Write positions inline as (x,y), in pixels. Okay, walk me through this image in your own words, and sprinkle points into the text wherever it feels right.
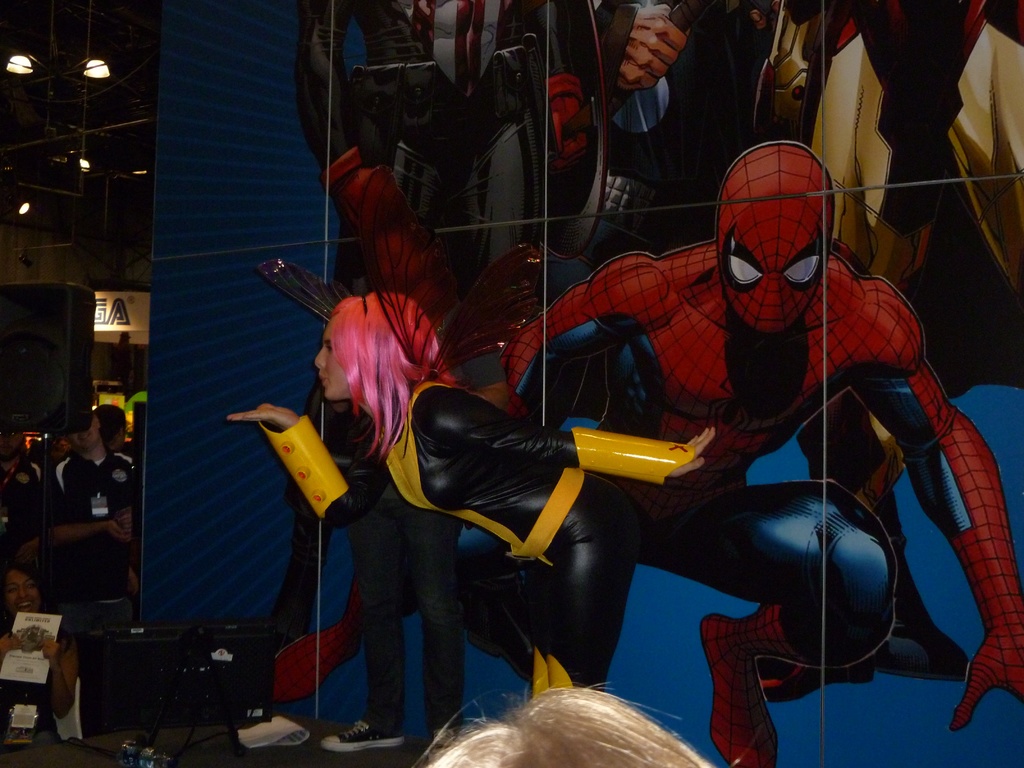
In the image we can see a woman (450,498) wearing clothes (496,535) and shoes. We can see there are even other people (83,543), behind the woman (493,510) we can see there are posters (833,364) of animated pictures (706,350). Here we can see sound box (34,342) and lights (21,70).
